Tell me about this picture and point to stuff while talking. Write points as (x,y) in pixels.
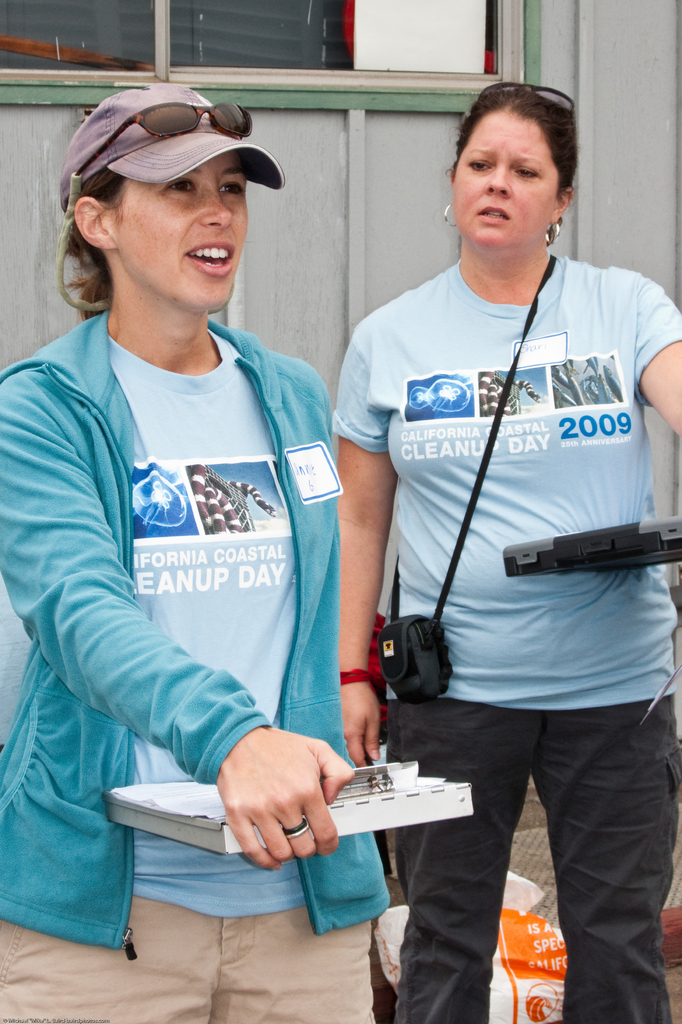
In the picture there are two women (232,482), the first woman (192,507) is holding some object (217,816) and talking, she is also wearing a hat (175,153) and goggles (192,119) above the hat (209,147), on the right side (469,513) there is another woman (452,624) and she is also holding some object (573,551) and looking at the other woman (174,511), in the background (626,147) there is a wall (352,146) and above the wall (383,180) there is a window (147,83).
